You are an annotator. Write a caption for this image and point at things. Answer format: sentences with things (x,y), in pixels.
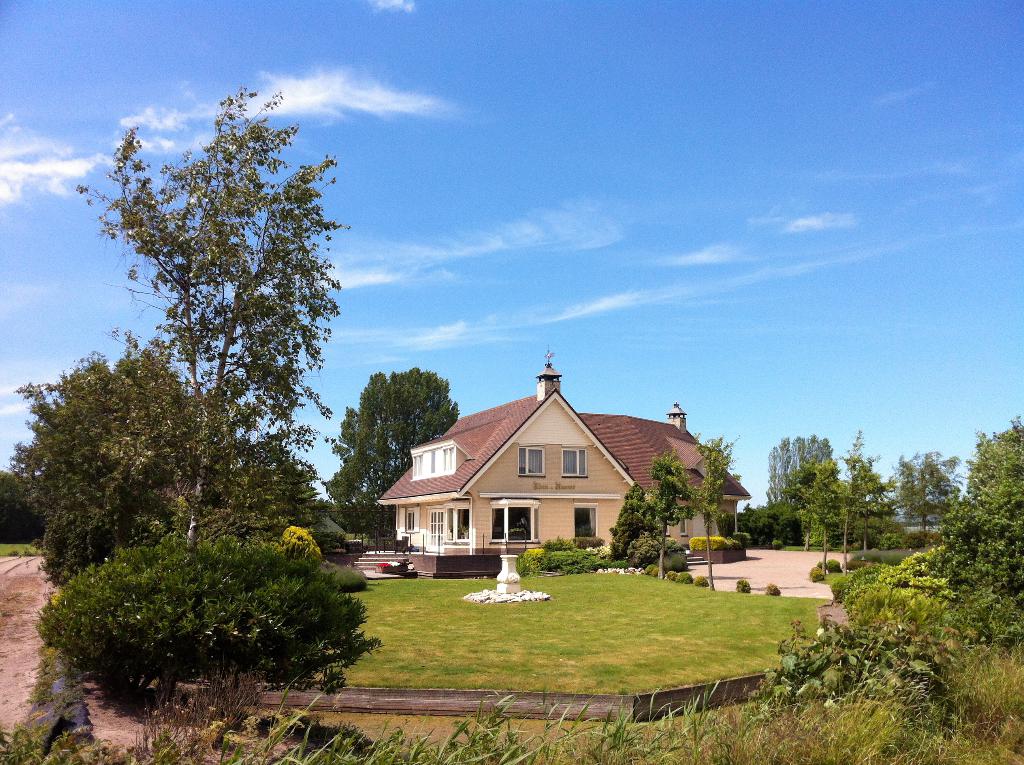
At the bottom of this image (684,582), there are buildings (561,512), trees (400,439), plants (574,547) and grass (1021,653) on the ground (5,630). In the background (506,272), there are clouds (146,118) in the blue sky (399,123).
